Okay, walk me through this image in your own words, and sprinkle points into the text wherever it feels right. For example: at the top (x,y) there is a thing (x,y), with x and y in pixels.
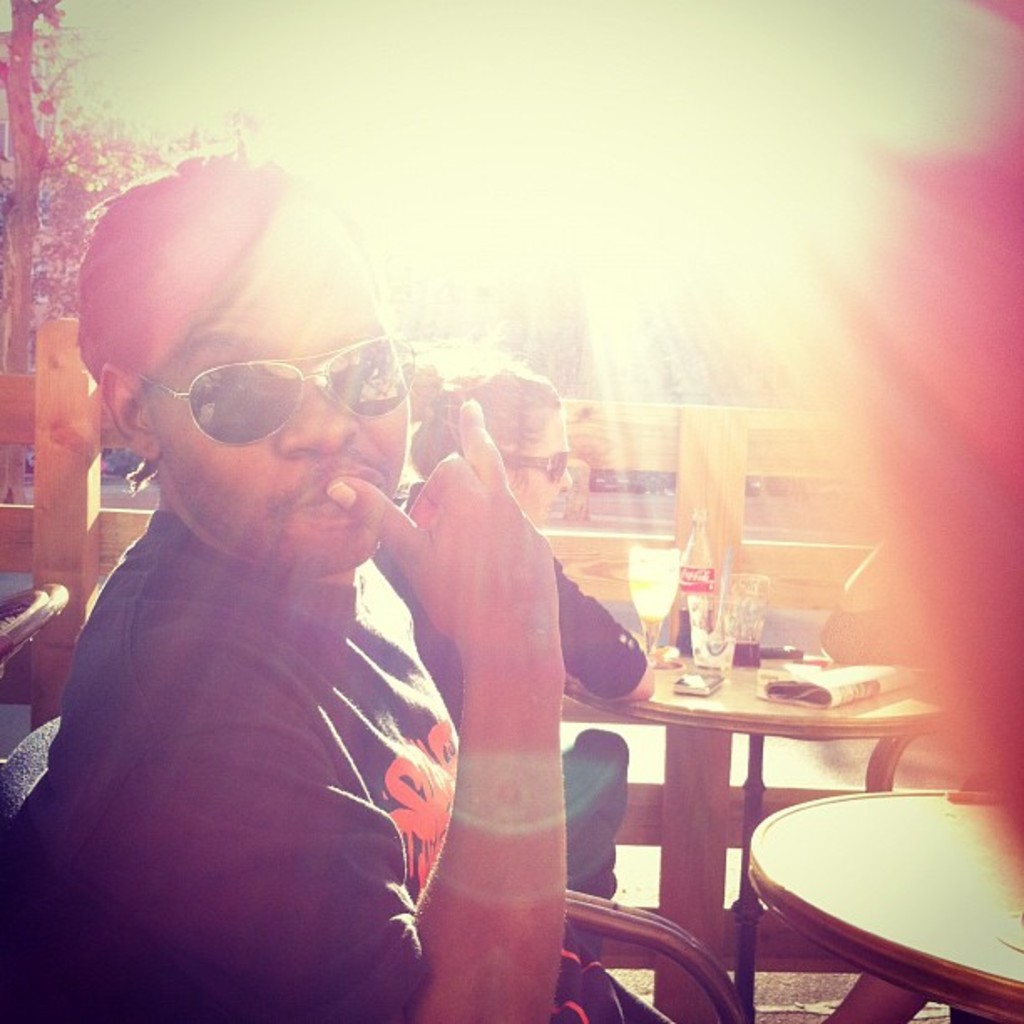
this picture shows a man (522,588) seated on a chair (671,937) and he wears sunglasses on his face (187,439) and we see a woman (575,874) seated.
